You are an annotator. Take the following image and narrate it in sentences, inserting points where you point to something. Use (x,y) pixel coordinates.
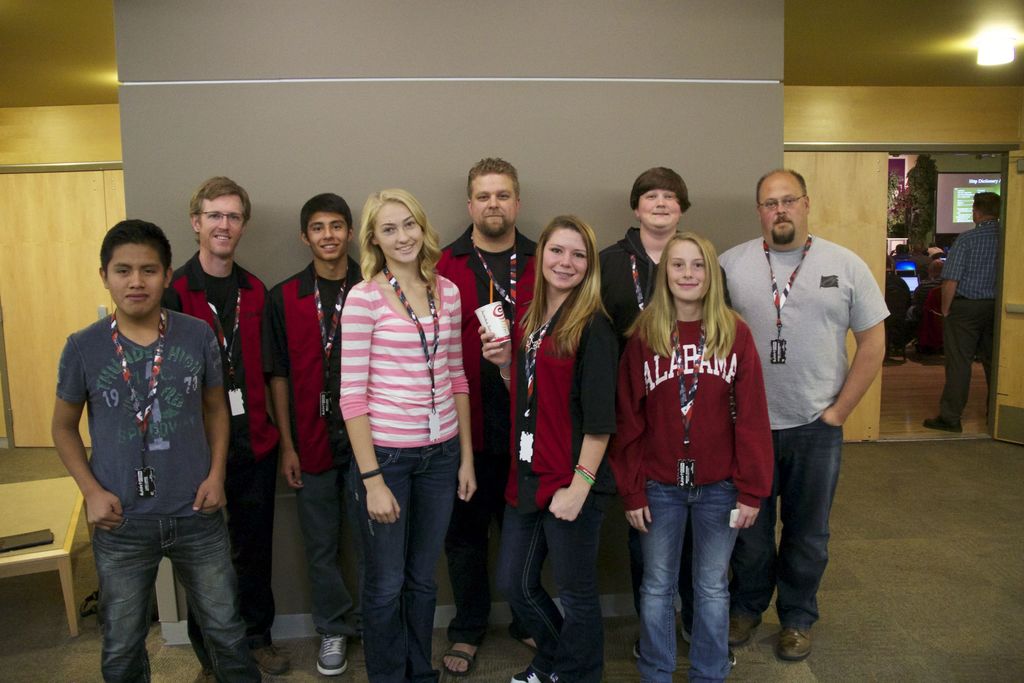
In this image we can see few persons (398,530) are standing on the carpet (871,664) and among them a woman (599,330) is holding a cup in the hand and another woman (721,458) is holding an object (734,520) in the hand (744,507). On the left side (23,507) we can see an object (9,548) on the bench (11,566). In the background (40,372) we can see wall (62,115), few persons (933,273), plants (923,209), light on the ceiling (969,79) and screen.
